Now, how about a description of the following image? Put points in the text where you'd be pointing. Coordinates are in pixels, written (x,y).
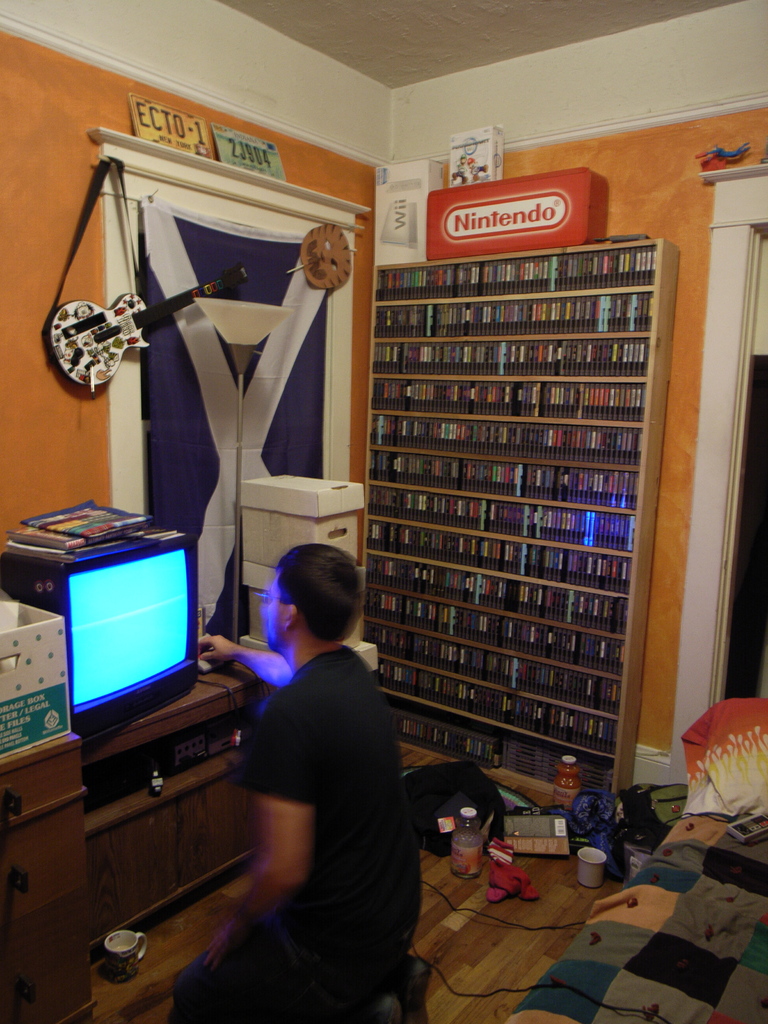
In this image, a person (323,754) is holding something item (207,664) that is placed on the table (121,765). There is a television (138,616) and few items (18,627) are placed on the table (140,799). At the bottom (479,848), bags (636,807), cups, bottles (461,854), cloth (498,898) placed. On right side (683,948), there is a bed (671,942). And the background, we can see some shelf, that is filled with some items (477,391) and few items (388,207) are here. there is a musical player (112,339) on the left side (98,372). White color roof (400,23) at the top of the image (405,41).
